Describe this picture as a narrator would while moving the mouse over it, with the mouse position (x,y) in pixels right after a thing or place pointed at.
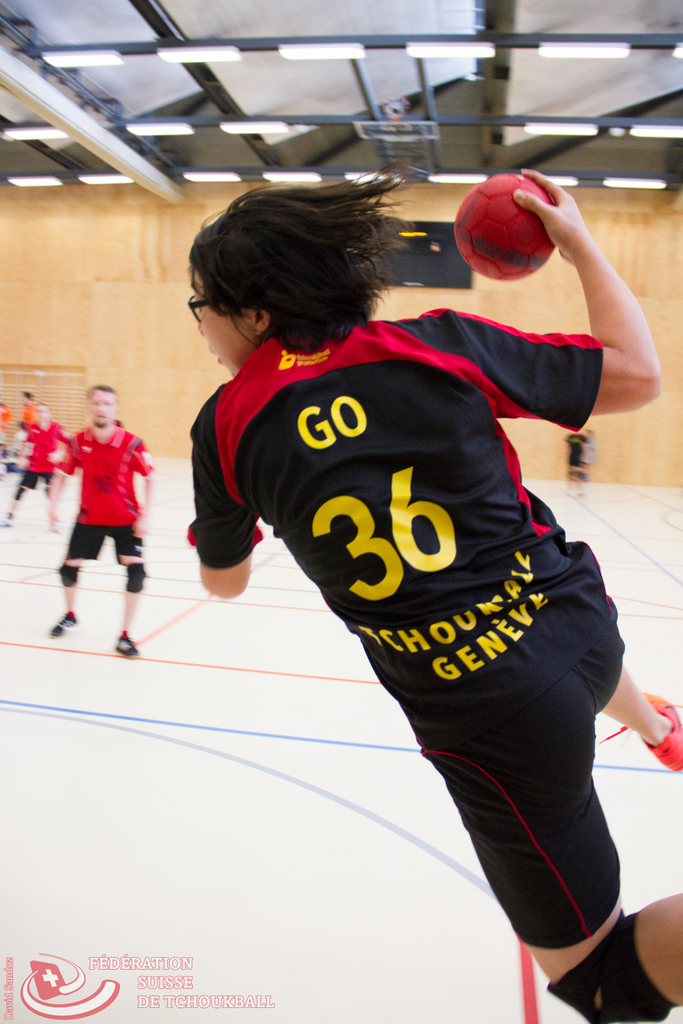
In this image I can see a person (372,381) holding a ball (488,184) visible on the right side (477,571), in the middle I can see there are few persons (143,454) visible on floor (59,826), at the bottom (11,1018) there is a symbol (71,972) and text (193,1002), at the top there is the roof (488,75) and lights (603,52) attached to the roof (497,60).
